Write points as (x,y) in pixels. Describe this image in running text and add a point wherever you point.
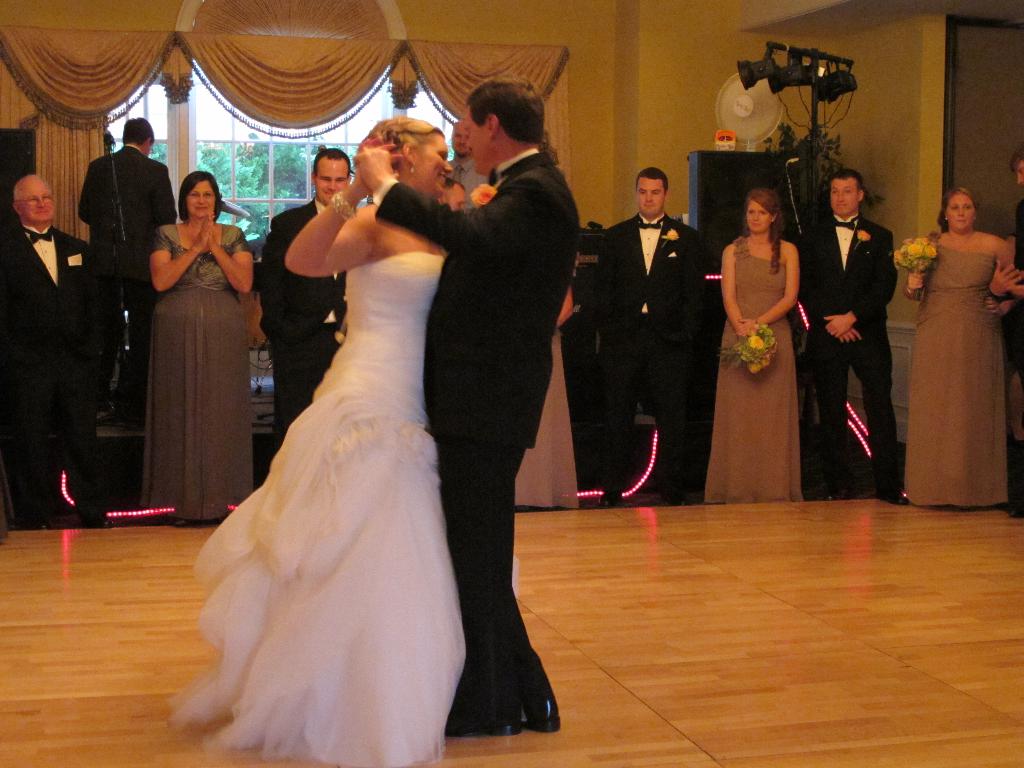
In the image we can see a man (450,482) and a woman (407,517) wearing clothes (360,572) and they are dancing. Around there are many other people (338,341) standing, wearing clothes (197,387) and two of them are holding flower bouquet (748,345) in their hand (909,281). Here we can see a wooden floor (820,669), window (301,162), curtains (324,111), lights (771,84) and table fan (749,118). Out of the window (254,181) we can see there are trees (275,148).
